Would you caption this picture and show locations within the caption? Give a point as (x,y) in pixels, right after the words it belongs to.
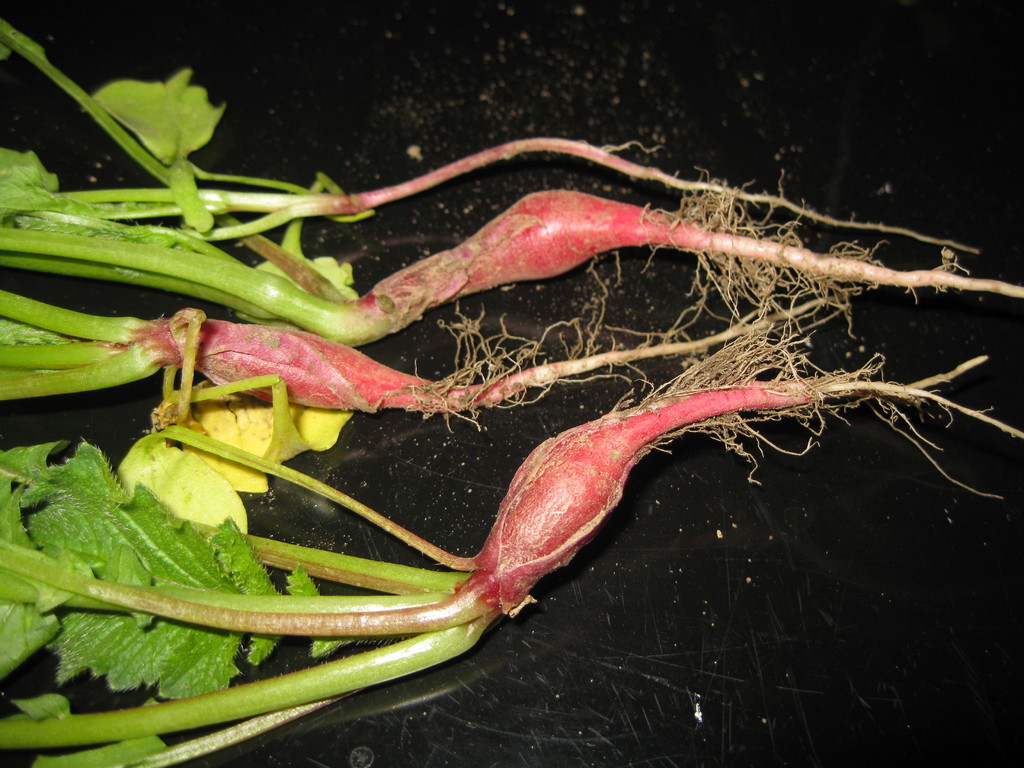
In this image I can see vegetable plants (414,398) on a black color surface (337,448).
